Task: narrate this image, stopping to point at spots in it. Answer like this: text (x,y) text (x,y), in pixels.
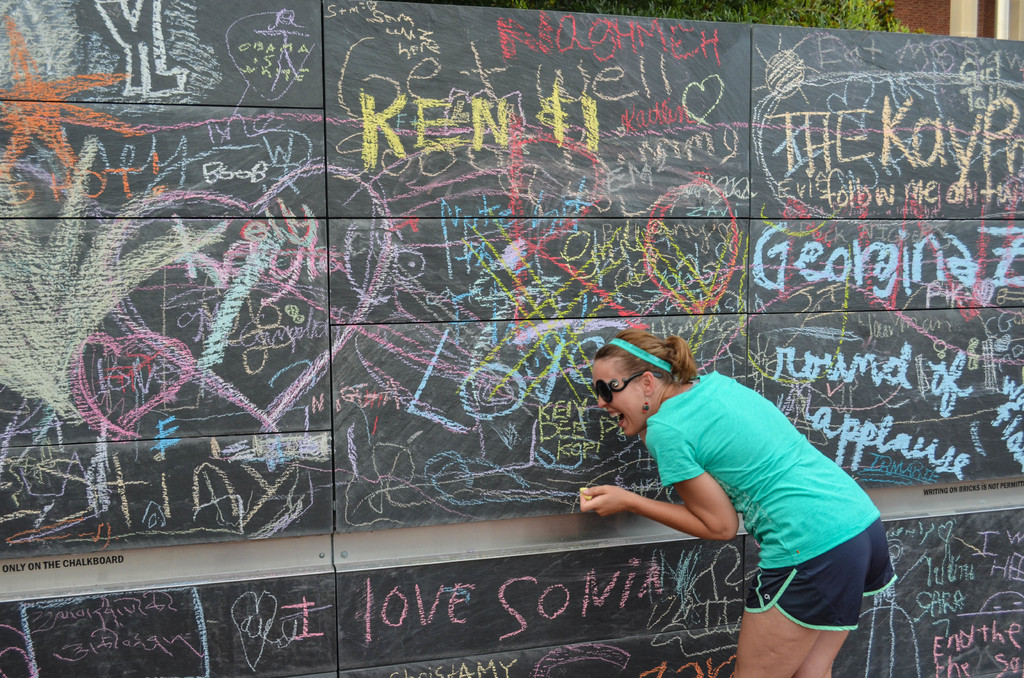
In this picture we can see the woman (716,450) wearing a green t-shirt (733,464) and black shorts (820,587) is scribbling on the black board (671,562). Behind there is a tree (810,14) and brown wall (910,12).
